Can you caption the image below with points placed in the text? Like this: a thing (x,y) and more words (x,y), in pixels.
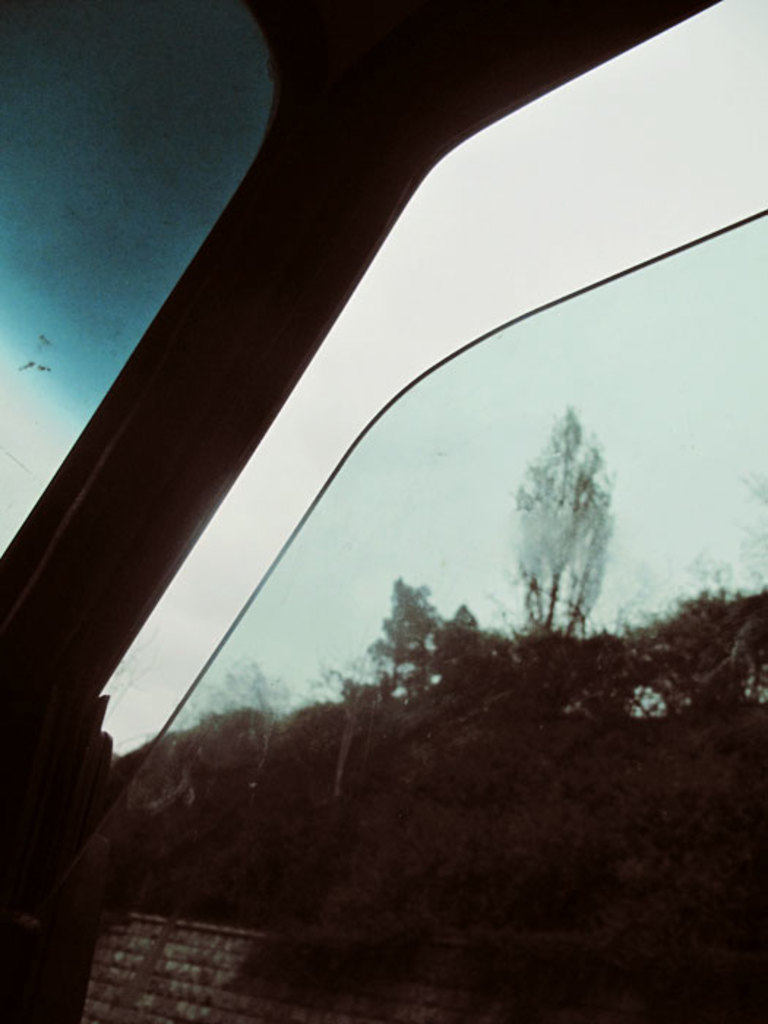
In this image I can see a glass window (547,575) which is partially open through which I can see the trees (535,559) and a wall (212,945). At the top of the glass window (572,313) I can see the sky (599,200).
